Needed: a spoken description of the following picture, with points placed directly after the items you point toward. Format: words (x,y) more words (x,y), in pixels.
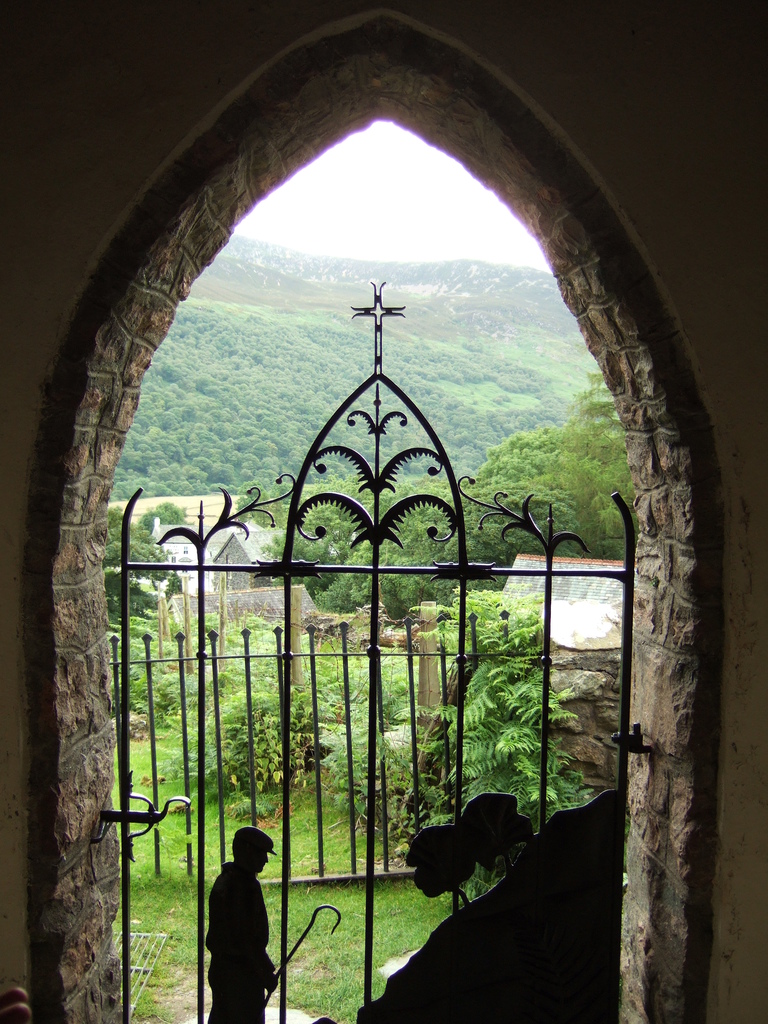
In this image we can see a metal gate (290,694) under an arch (341,121). On the gate (282,975) we can see a metal cutout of a person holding a tool (297,941). We can also see some grass (427,900), plants (393,805), a group of trees (516,505), some houses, the hills (436,278) and the sky (430,236) which looks cloudy.
